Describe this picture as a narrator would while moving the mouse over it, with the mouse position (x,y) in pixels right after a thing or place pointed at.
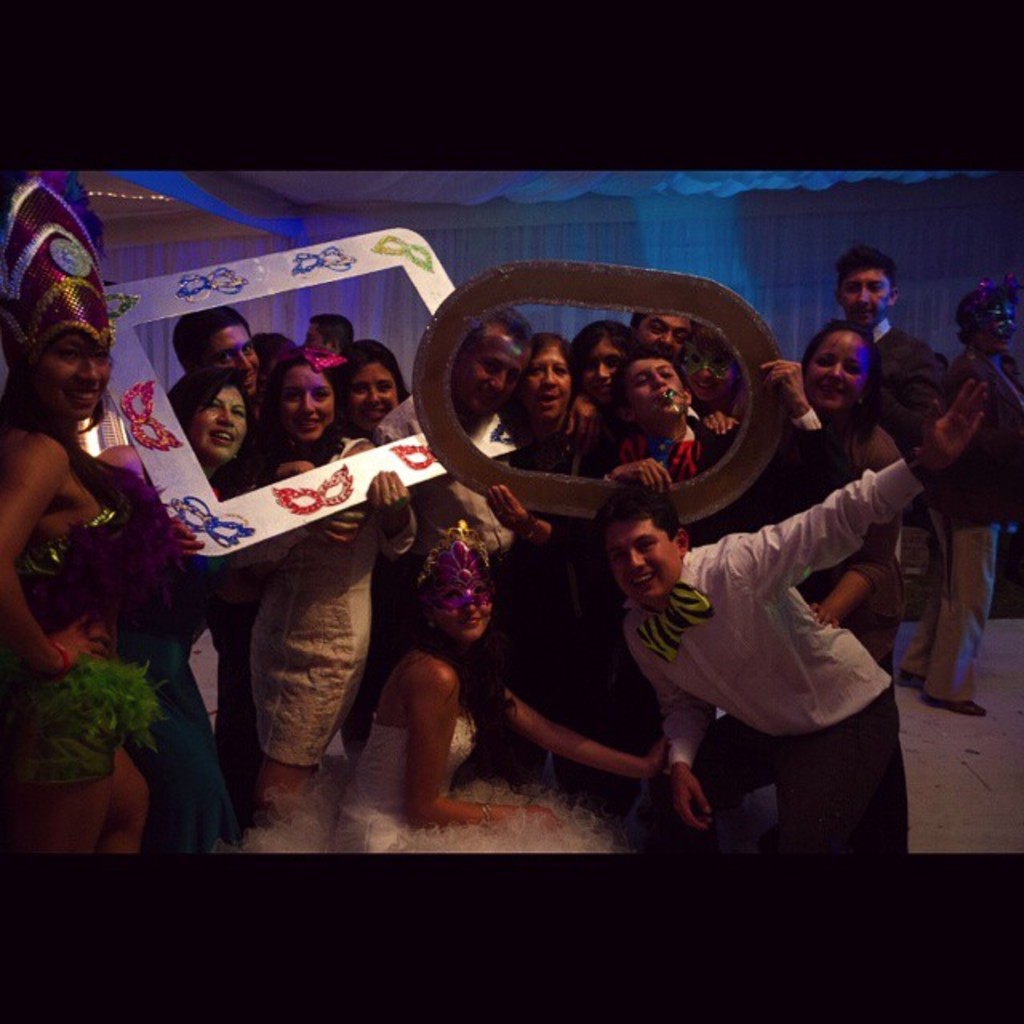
This picture seems to be clicked inside the hall (285,439). In the center (536,679) we can see the group of people (487,381) posing for a photograph. On the left corner (48,215) we can see a woman (74,646) wearing a costume (73,285), standing and smiling. In the background (593,214) we can see the curtains (677,243), decoration lights (123,196) and we can see some other items (255,271).
